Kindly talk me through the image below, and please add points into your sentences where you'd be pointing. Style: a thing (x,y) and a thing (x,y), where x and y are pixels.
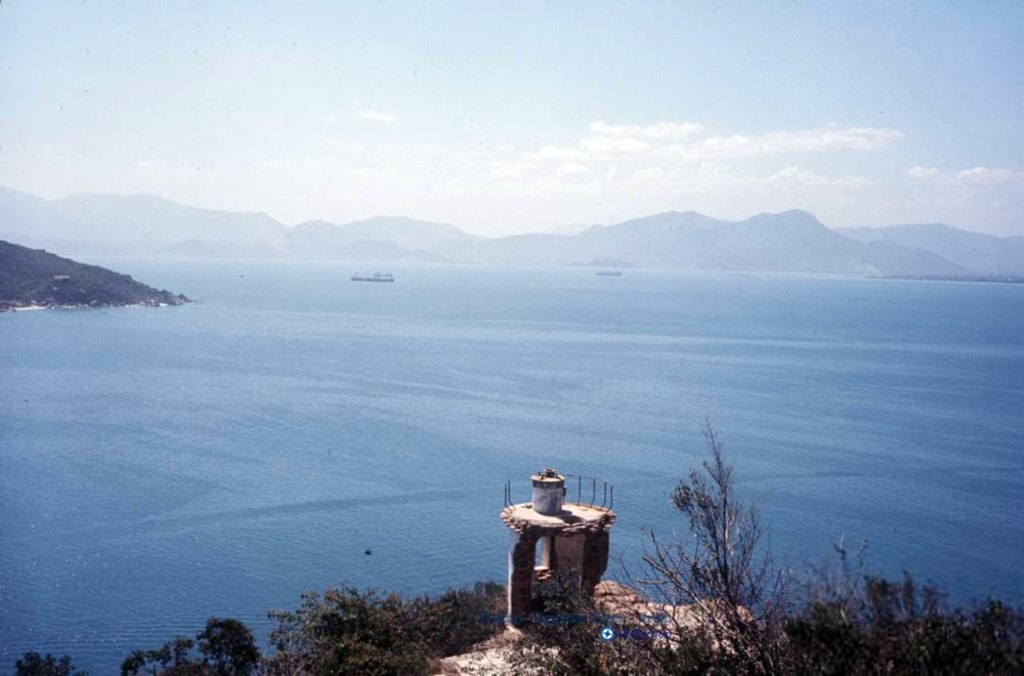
In the foreground of the picture (588,643) we can see trees (343,629) and a construction (548,532). In the middle of the picture (461,286) there is a water body (362,315) and a hill (75,292). In the water (400,288) we can see ships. In the background (387,244) there are hills (618,244). At the top (297,58) there is sky (581,104).
